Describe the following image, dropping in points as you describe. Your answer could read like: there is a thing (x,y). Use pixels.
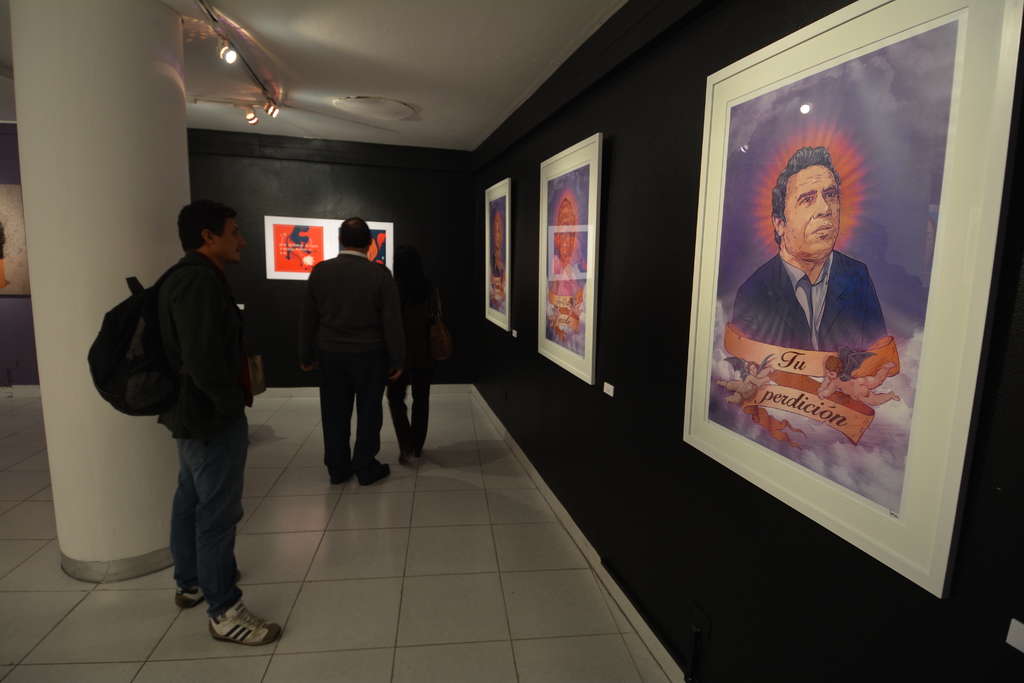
In this image we can see a group of people (330,324) standing on the ground (272,445). One person (230,411) is carrying a bag (152,334). On the left side of the image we can see a pillar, a group of lights (256,124). In the background (14,255), we can see some photo frames (955,138) on the wall (664,318).
